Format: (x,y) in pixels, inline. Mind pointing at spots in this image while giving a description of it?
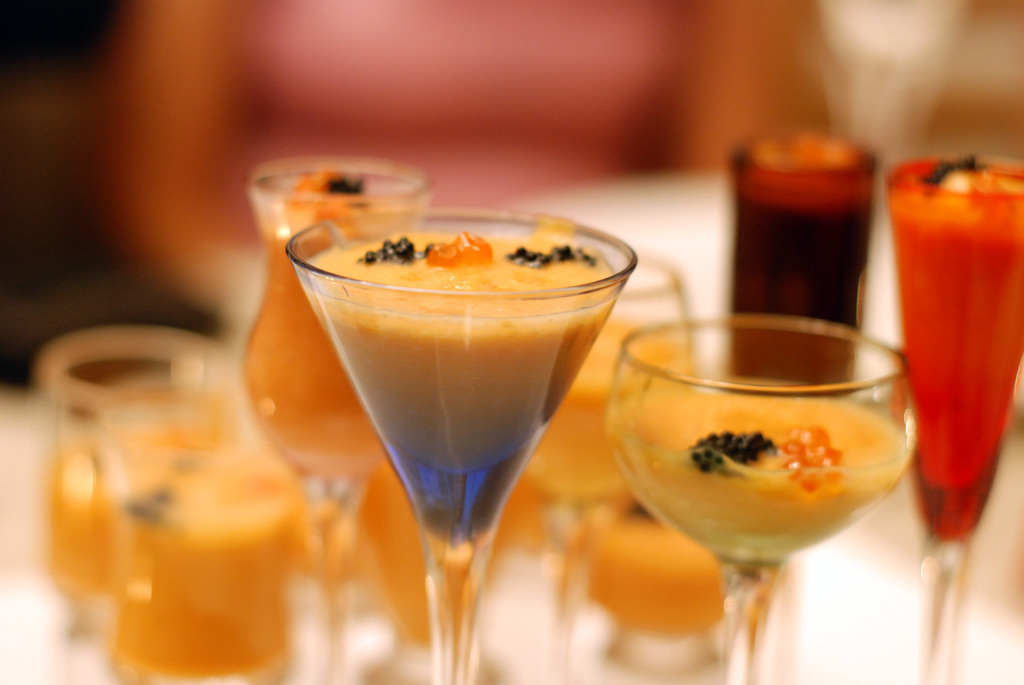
In this image, there are glasses (664,444) contains some liquid (468,320).
